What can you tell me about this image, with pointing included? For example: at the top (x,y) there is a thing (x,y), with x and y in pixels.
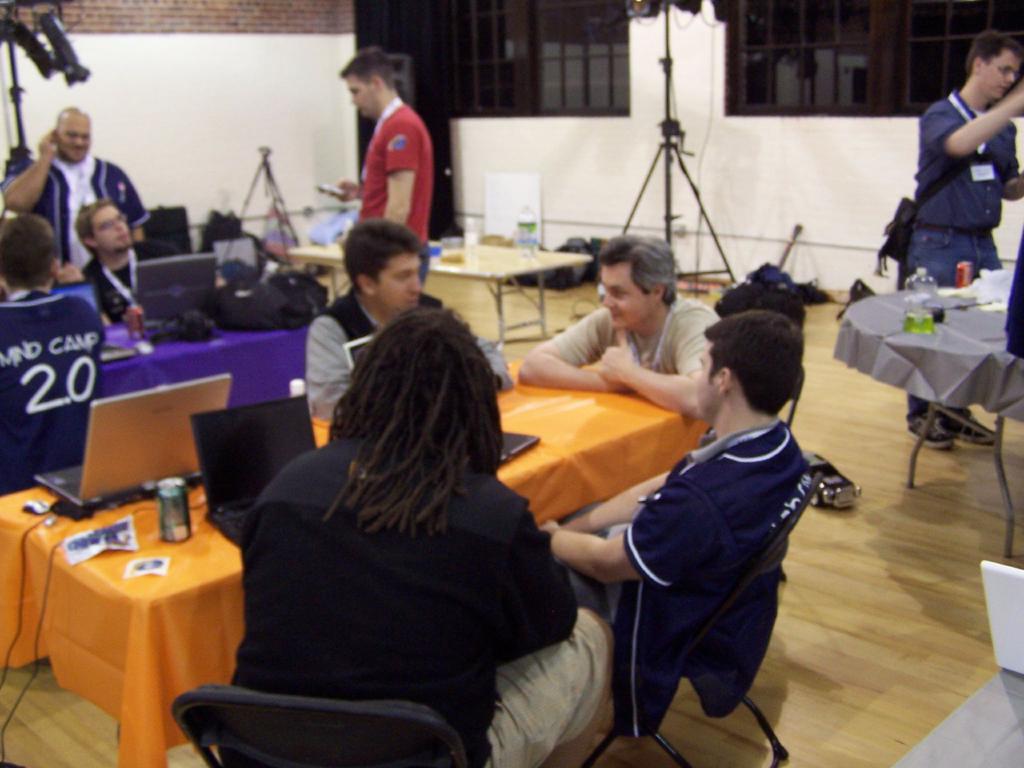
This is a picture of a room (95,749) where there are 4 people (599,555) sitting in the chairs (319,711) near the table (186,675) and in the table (154,684) there is a laptop (246,479), tin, papers (110,535), cable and at right side of this there is a table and a man (925,169) standing and at the back ground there is a tripod stand (19,116) with focus light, a board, and at left side (15,425) there are group of people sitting and standing.
